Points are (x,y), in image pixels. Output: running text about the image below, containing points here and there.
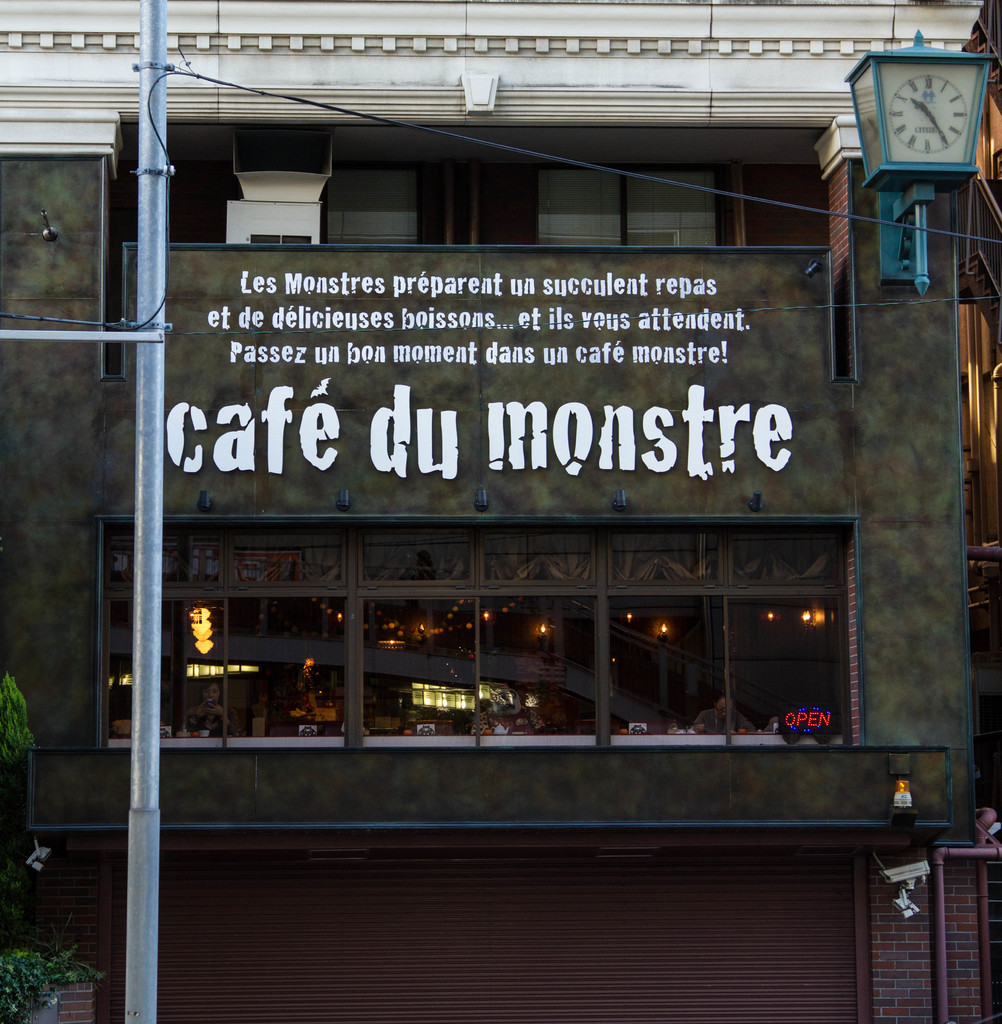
In this image, we can see a building (470,427) and there is a pole (150,348) and we can see wires (788,206), a clock (931,164) and some text (368,445) and there are lights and some plants (22,995) and rods (979,950).
